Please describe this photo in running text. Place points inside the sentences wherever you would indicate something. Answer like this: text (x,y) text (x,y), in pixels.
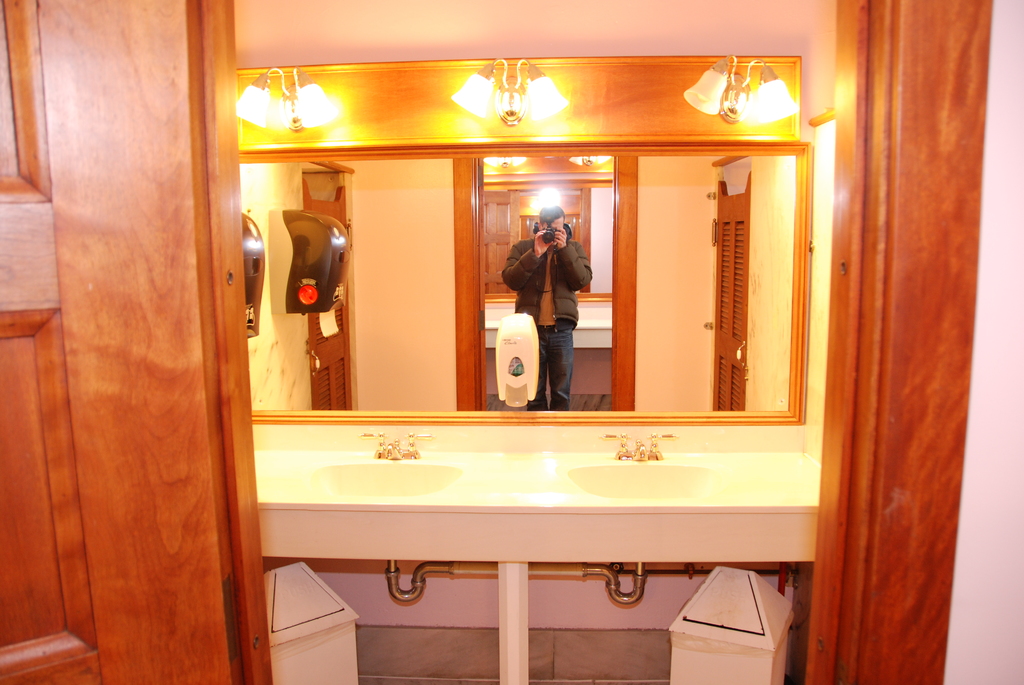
This is a picture clicked in washroom (289,214). In the foreground (135,426) there are doors (54,213). In the center of the picture (494,319) there are lights (242,101), mirror (531,303), sinks (608,492), pipes (418,581) and dustbin (710,639). In the mirror (558,330) we can see a person (549,271) holding camera (546,233).
